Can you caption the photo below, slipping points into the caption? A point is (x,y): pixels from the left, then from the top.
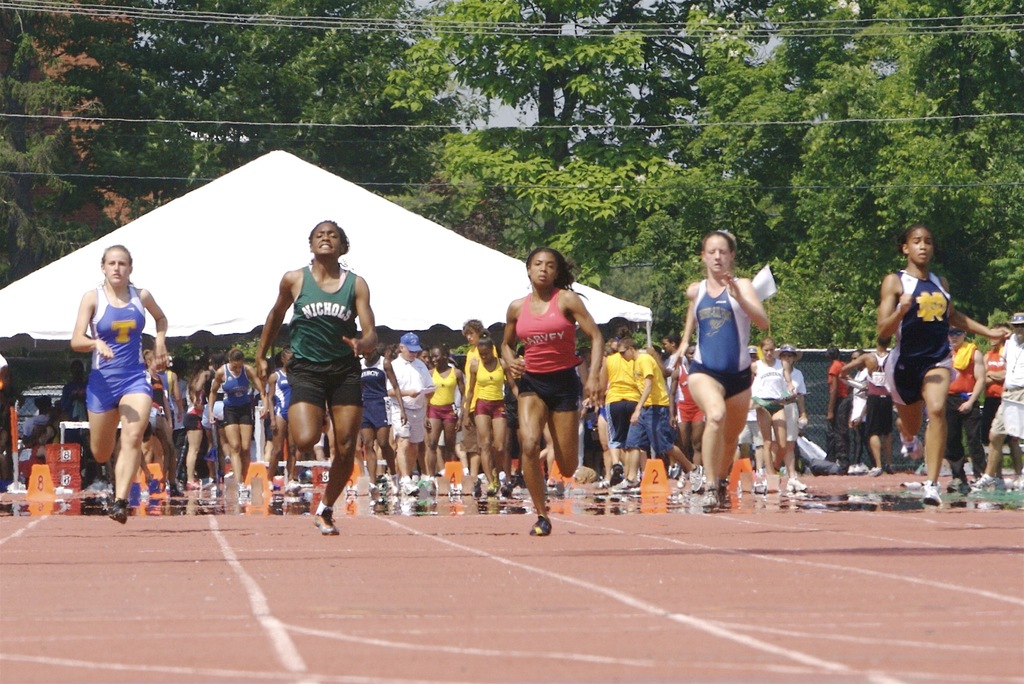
In the foreground of this image (911,394), there are five women (929,385) running. In the background (240,421), there is the crowd (677,382), few (184,430) are walking and few (236,456) are standing and there is also a tent (269,187), trees (646,133) and the sky (519,116) in the background (510,112).
